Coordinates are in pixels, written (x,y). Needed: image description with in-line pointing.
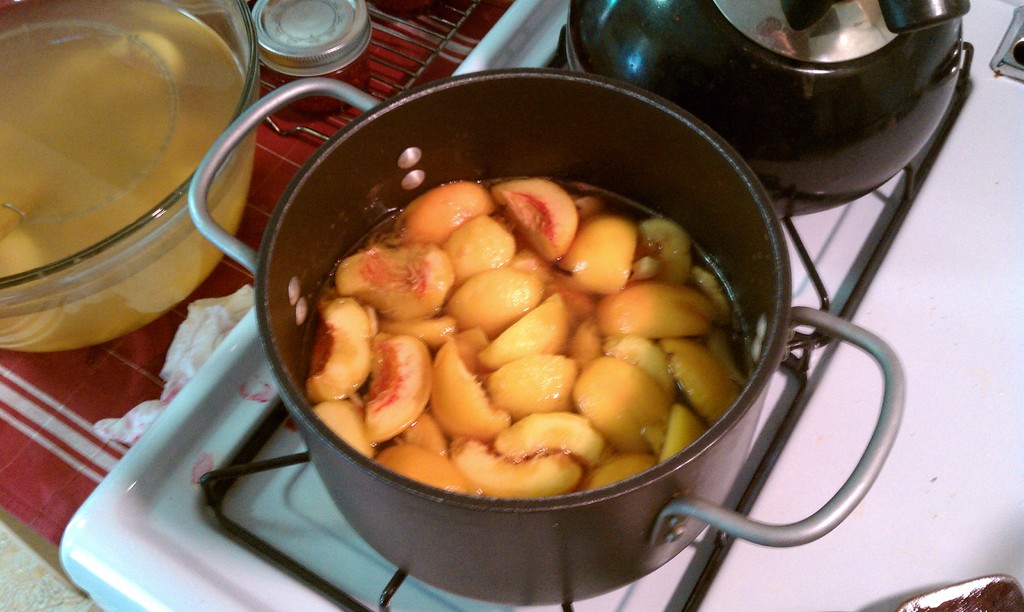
Here in this picture we can see a stove (1004,240) present, on which we can see a bowl (459,165) full of peaches (479,310) present and beside that we can see a kettle (791,38) present and on the left side (171,232) we can see a bowl (234,115) with some liquid (106,143) present and beside that we can see a jar (291,64) of something present on the table (270,202).
